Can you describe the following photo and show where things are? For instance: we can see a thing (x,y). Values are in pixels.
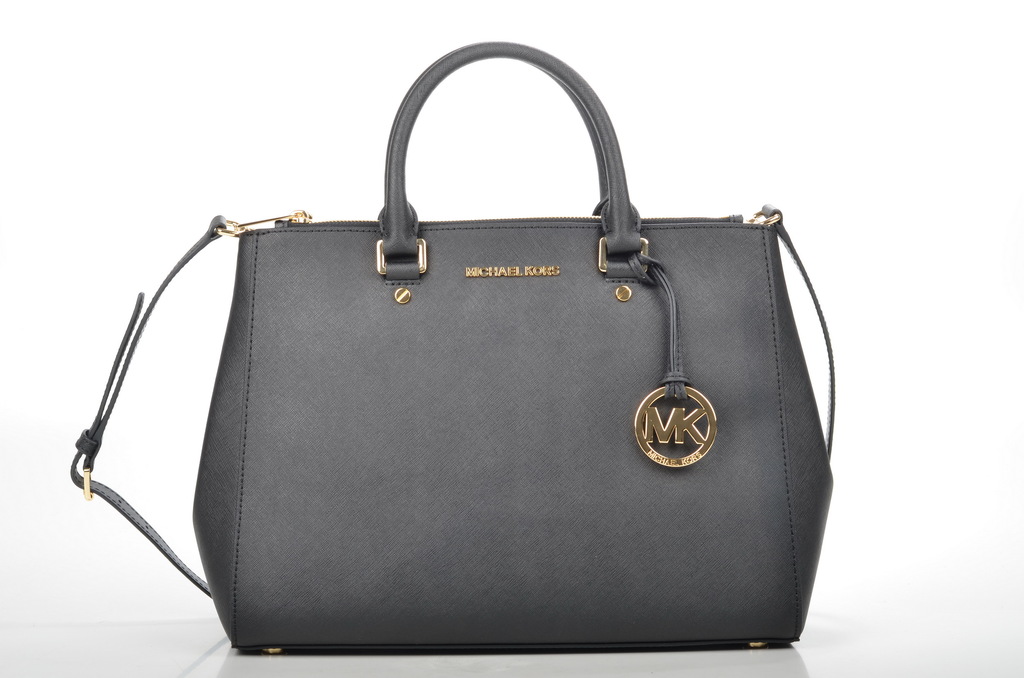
In this image a black color handbag (740,643) is kept on the floor (221,670). The background (496,143) is white in color. This image is taken inside a room (541,666).
